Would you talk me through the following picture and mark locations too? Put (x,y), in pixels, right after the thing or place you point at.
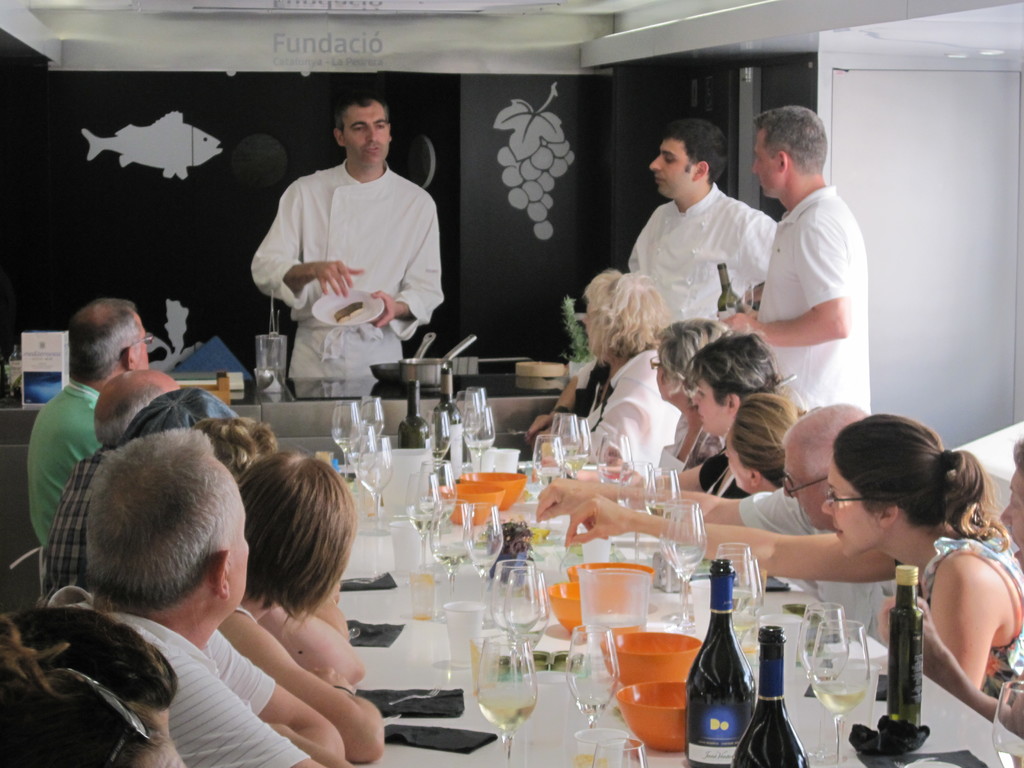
In the image we can see there are people (286,539) sitting and some of them are standing. On a table (436,643) we can see wine glass (507,672), bottle (711,674) and bowl (679,709).
